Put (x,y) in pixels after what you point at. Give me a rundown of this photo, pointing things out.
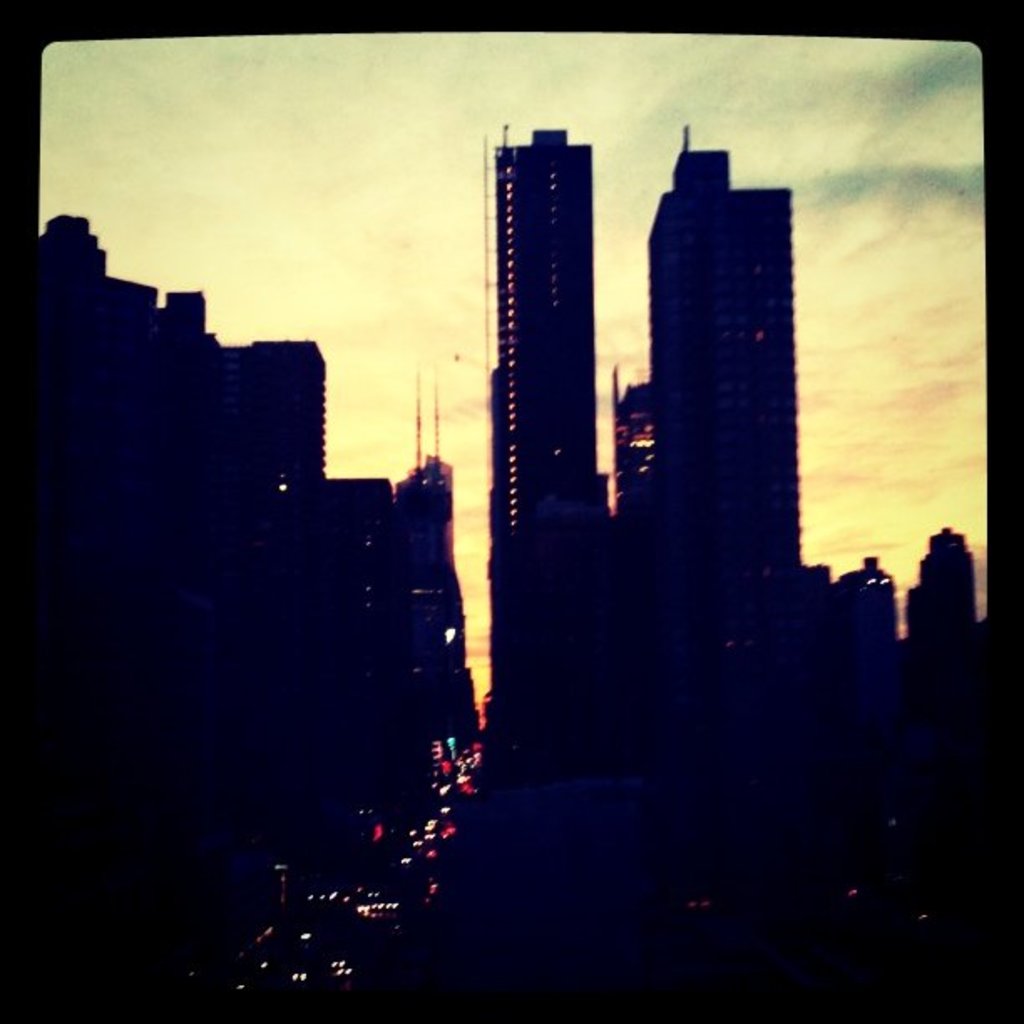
In this image we can see many buildings (389,722). Also there are lights (321,895). In the background (356,253) there is sky (837,281) with clouds (884,357). And the image is looking dark.
